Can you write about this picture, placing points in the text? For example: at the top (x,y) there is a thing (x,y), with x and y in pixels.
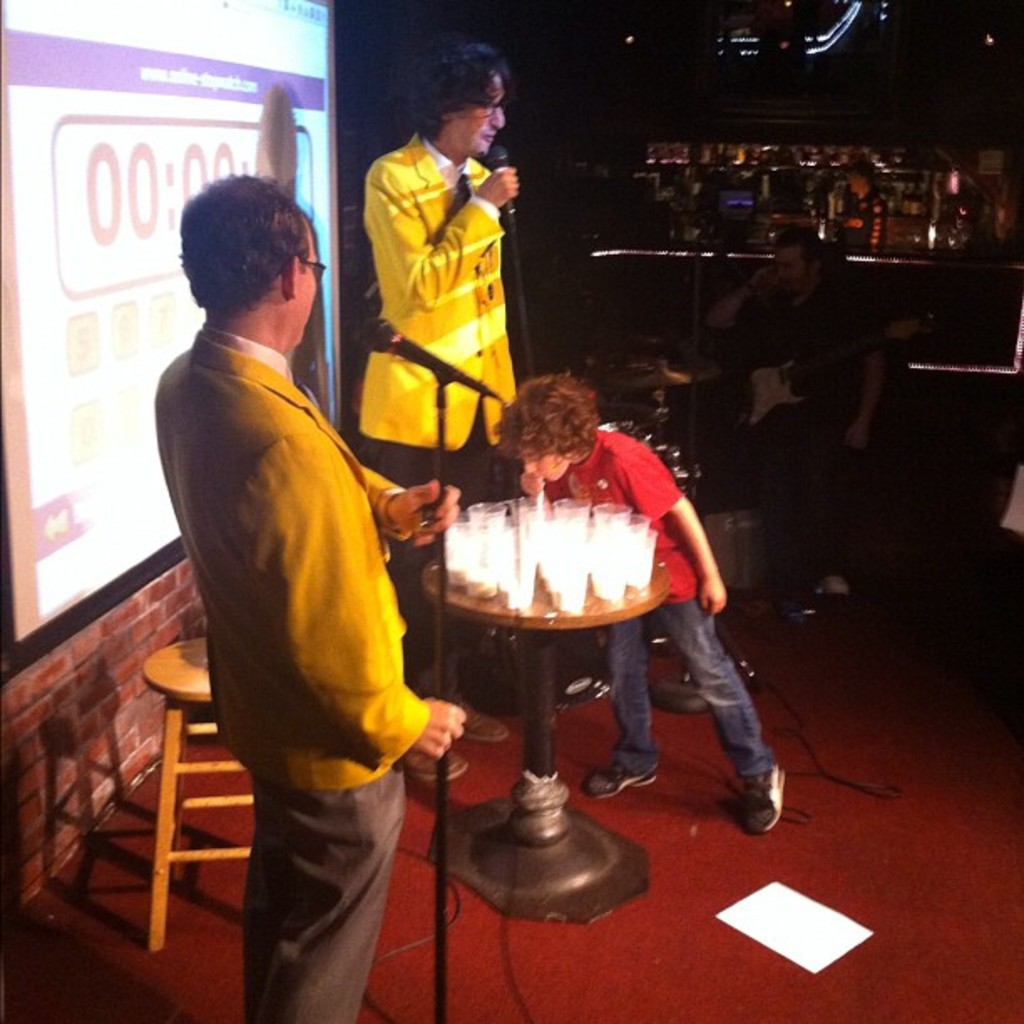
Here we can see four persons (822,296) and he is holding a mike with his hand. There are glasses (617,587), table (556,875), chair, paper (801,916), screen (305,91), mikes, and lights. There is a dark background (938,11).
